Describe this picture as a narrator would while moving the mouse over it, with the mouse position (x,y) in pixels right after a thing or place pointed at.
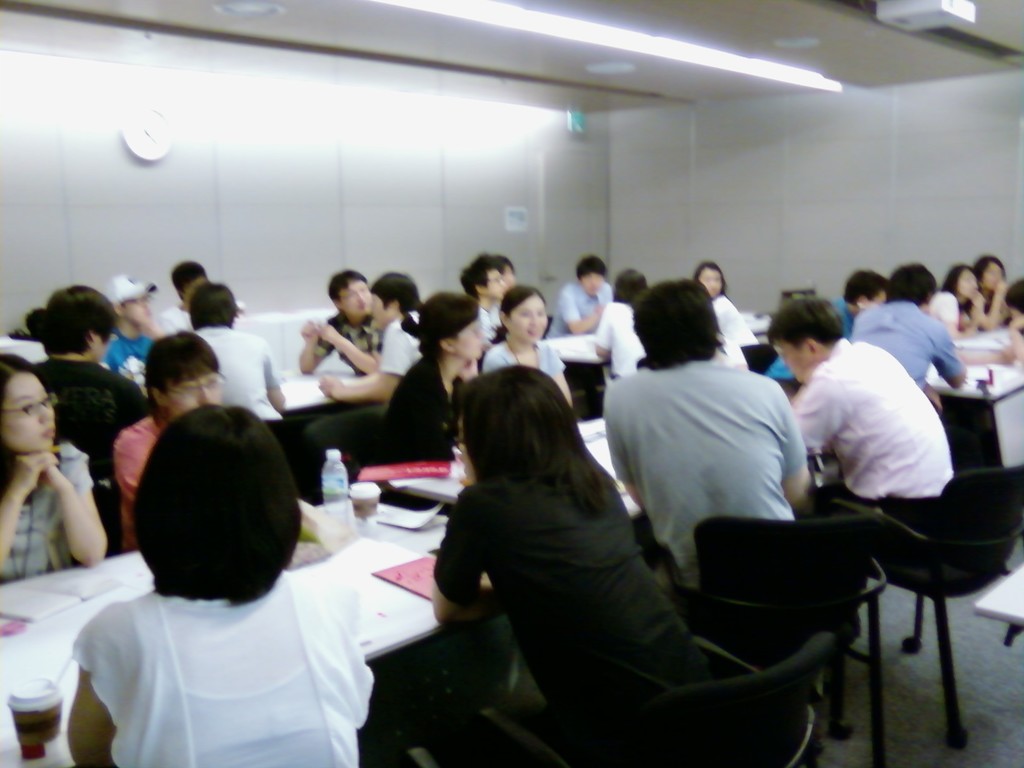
In this image there are many people (519,615) sitting on chairs (735,648). In front of them there are tables (388,538). On the table (398,528) there are papers (378,563), cup (362,498), bottle (333,478). In the background (313,235) there is a wall (267,145). On the wall (237,148) there is a clock (145,147). on the top (560,27) there is lights (617,27) on the roof (574,49).
